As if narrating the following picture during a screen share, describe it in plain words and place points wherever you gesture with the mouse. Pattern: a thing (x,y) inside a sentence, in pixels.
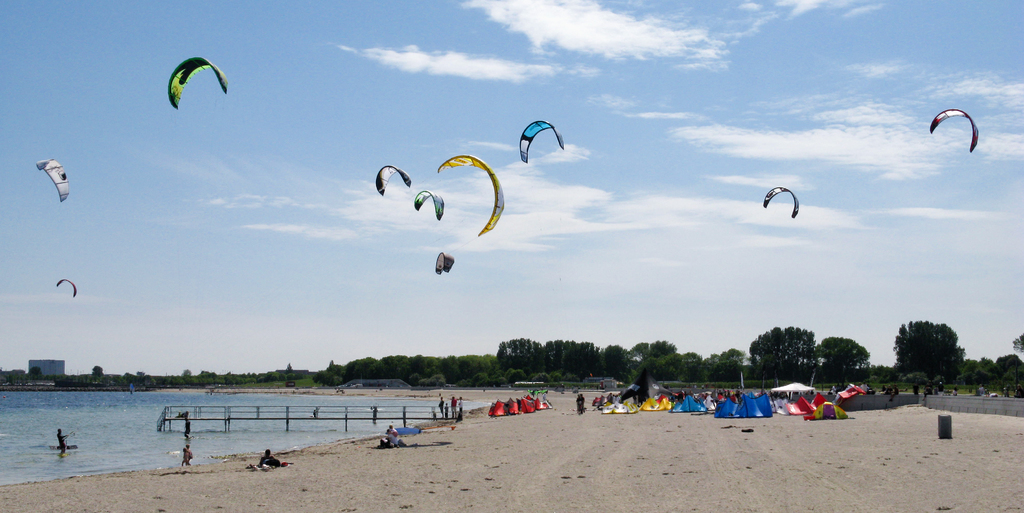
In this image we can see parachutes (504,192) in the air (764,148), sky (577,131) with clouds (754,136), trees (497,381), tents (749,401), persons (384,437) standing on the water (44,414) and on the seashore (587,455) and a walkway bridge (221,419).
